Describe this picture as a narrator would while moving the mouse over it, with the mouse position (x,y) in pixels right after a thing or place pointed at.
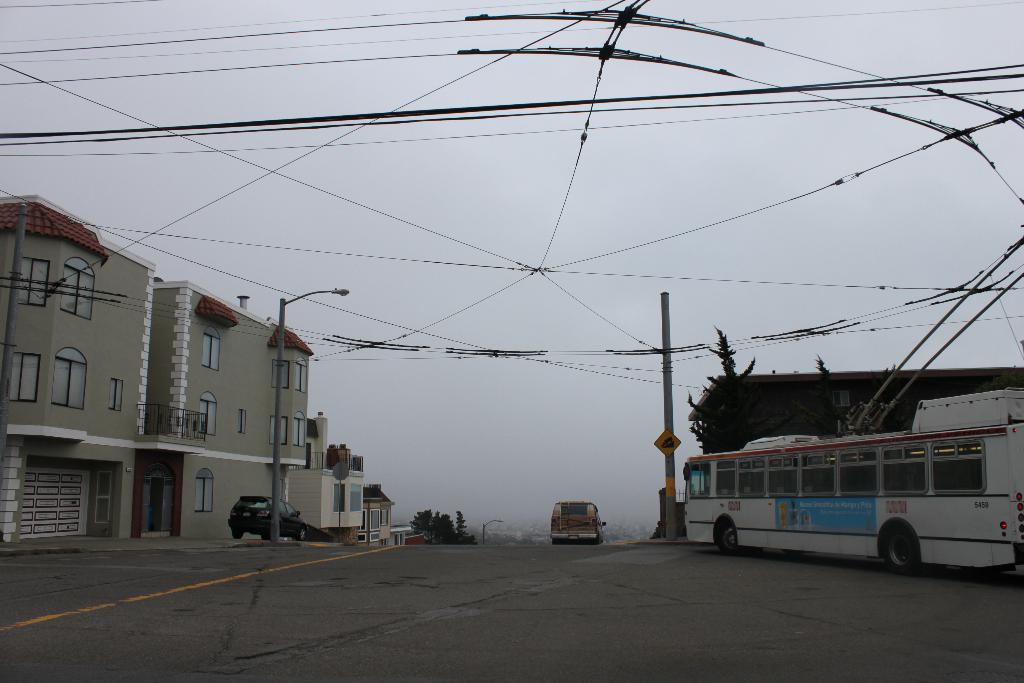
In this image I can see few vehicles (557,515) on the road (447,567) and these are in different color. I can see two poles (275,438) to the side of the road (413,560). To the left (160,497) I can see the building (145,389). To the right (711,408) there is a tree (714,423) and another building (755,413). In the back (480,323) I can see the sky (476,389).
